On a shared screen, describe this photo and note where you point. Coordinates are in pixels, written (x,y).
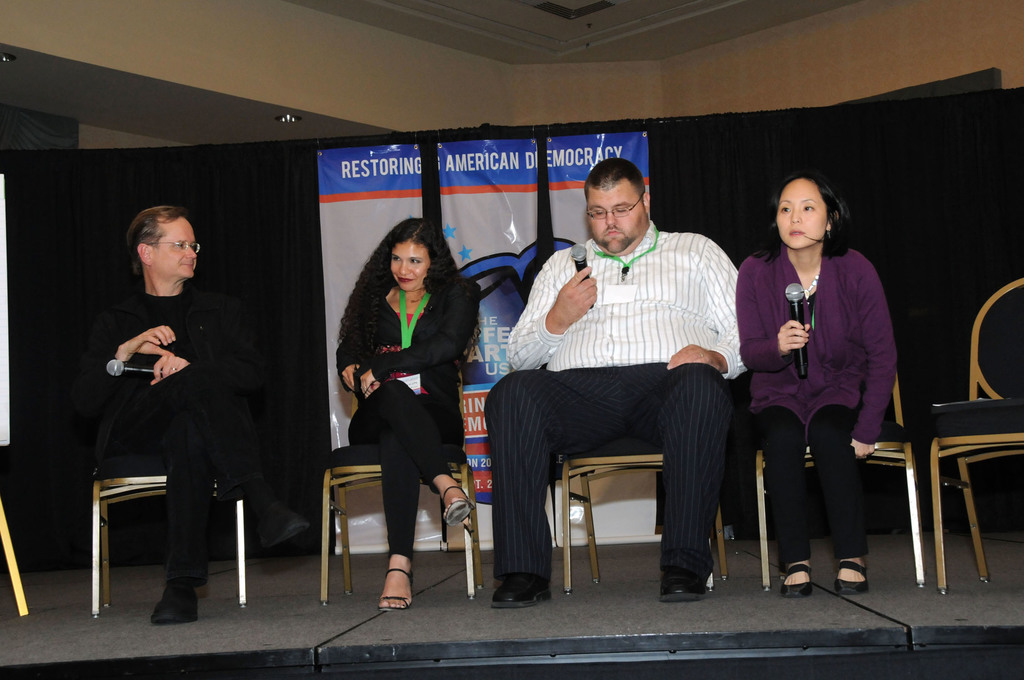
In this image, we can see persons (470,306) wearing clothes (249,340) and sitting on chairs (117,459). There are some persons (660,320) holding mics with their hands (164,341). There is chair (976,415) on the right side of the image (985,424). There is a banner (472,180) in the middle of the image (498,250). There is ceiling (473,45) at the top of the image (473,23).
